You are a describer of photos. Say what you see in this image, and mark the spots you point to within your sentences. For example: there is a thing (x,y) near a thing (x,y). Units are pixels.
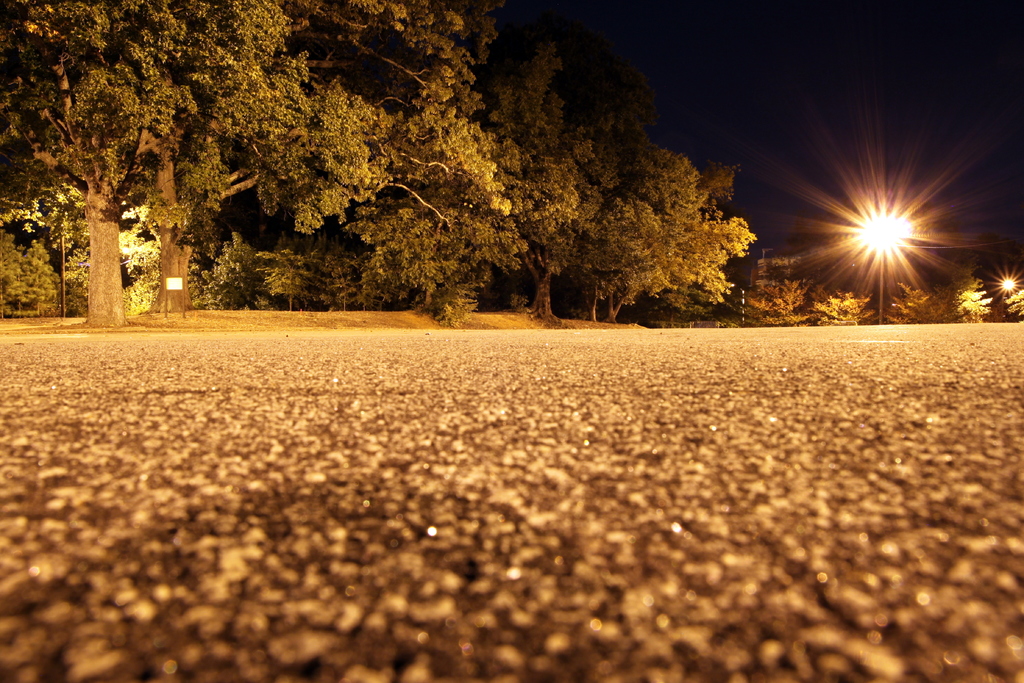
In this picture we can see the road (399,424), lights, trees (646,292), some objects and the dark view (786,22) on top of the picture (826,24).
